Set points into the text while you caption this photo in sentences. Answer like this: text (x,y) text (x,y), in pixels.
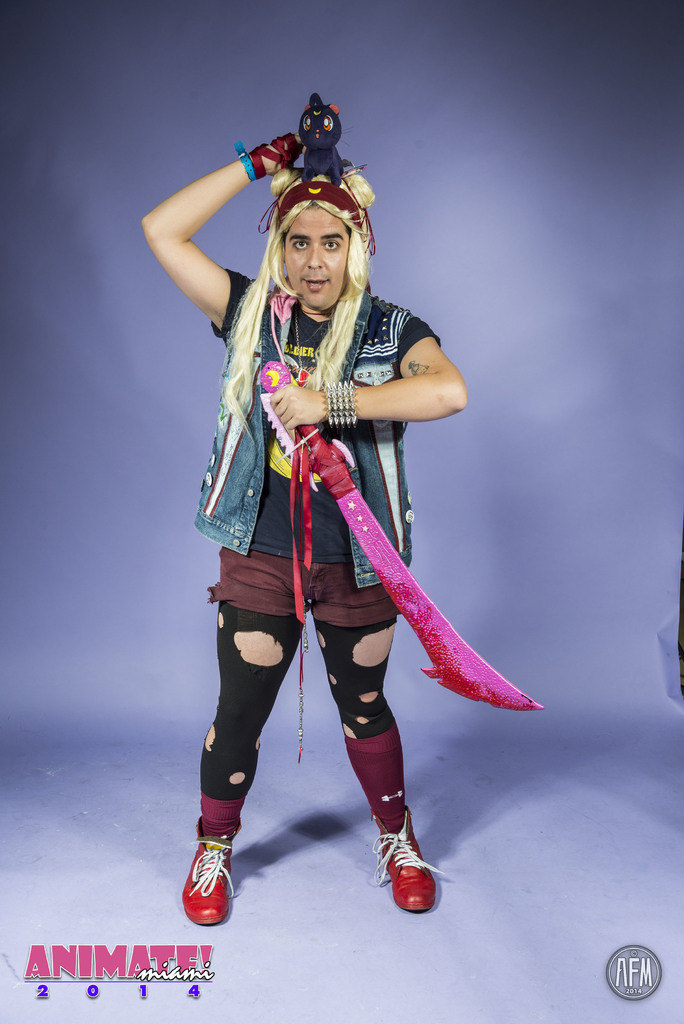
In the image we can see there is a person (271,586) standing and he is holding sword (451,657). He is holding toy (318,151) in his hand (299,134).
